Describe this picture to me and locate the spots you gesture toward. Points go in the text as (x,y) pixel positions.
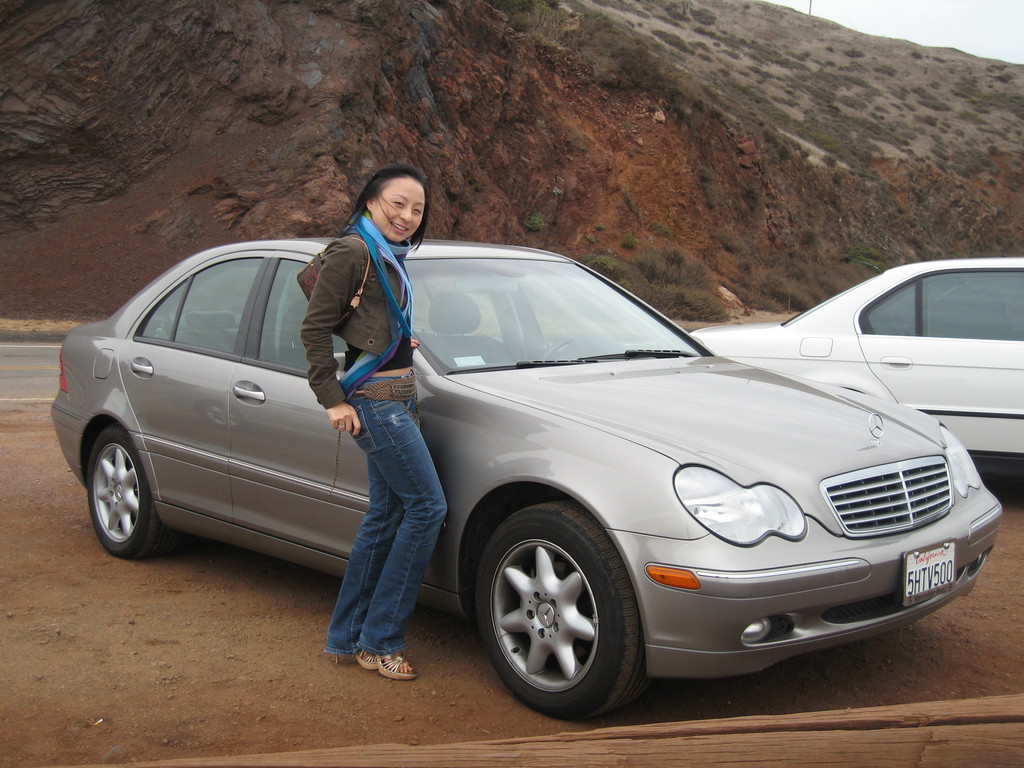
In this image we can see a woman (387,267) is standing. She is wearing black color top (395,358), blue scarf (366,363), brown jacket (352,266) and jean (397,504). Behind her cars (633,343) and mountains (457,91) are there. At the bottom of the image (825,741) tree bark (910,751) is there.
